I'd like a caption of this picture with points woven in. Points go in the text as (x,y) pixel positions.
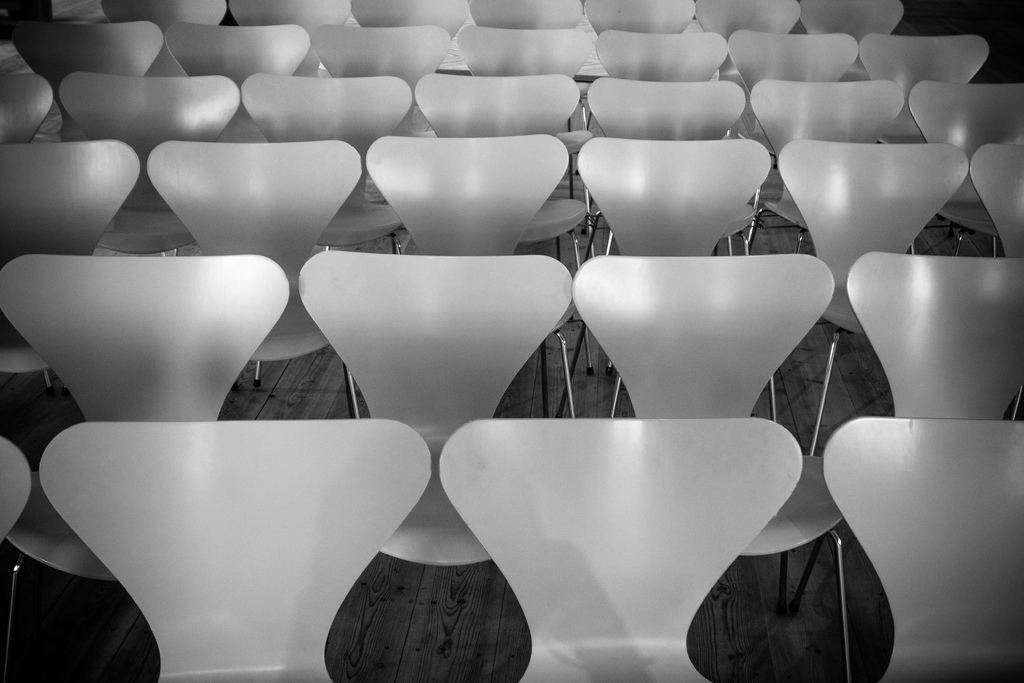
In this picture we can see the group of chairs (284,87) which are placed on the ground (134,643).
